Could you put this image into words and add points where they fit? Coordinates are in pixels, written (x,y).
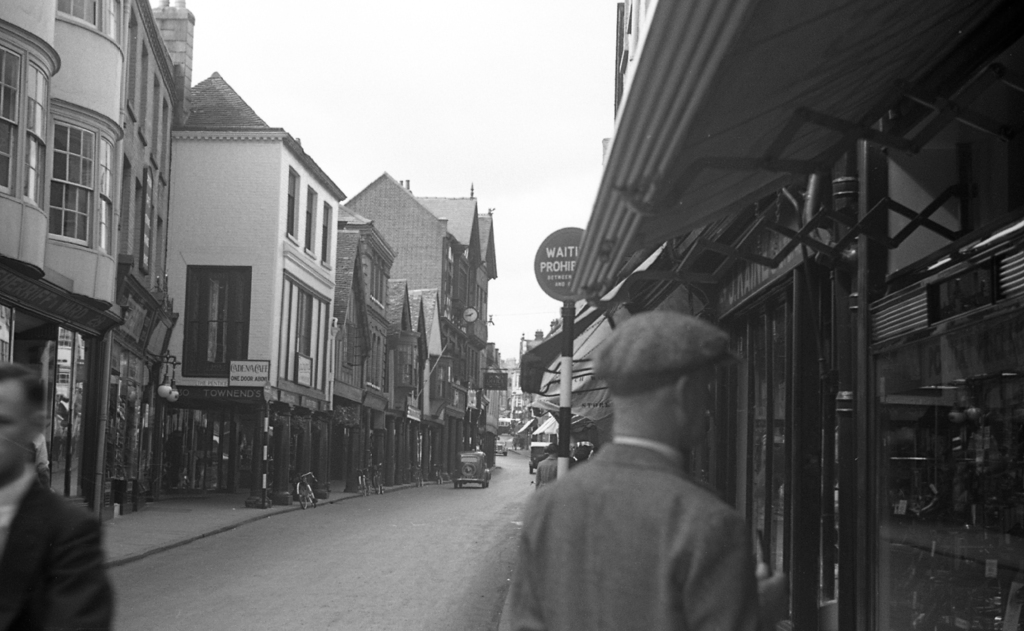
In this image I can see few buildings (295,268), windows (202,335), stores (605,180), poles (833,300), signboards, vehicles (299,492) and few people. The image is in black and white.
